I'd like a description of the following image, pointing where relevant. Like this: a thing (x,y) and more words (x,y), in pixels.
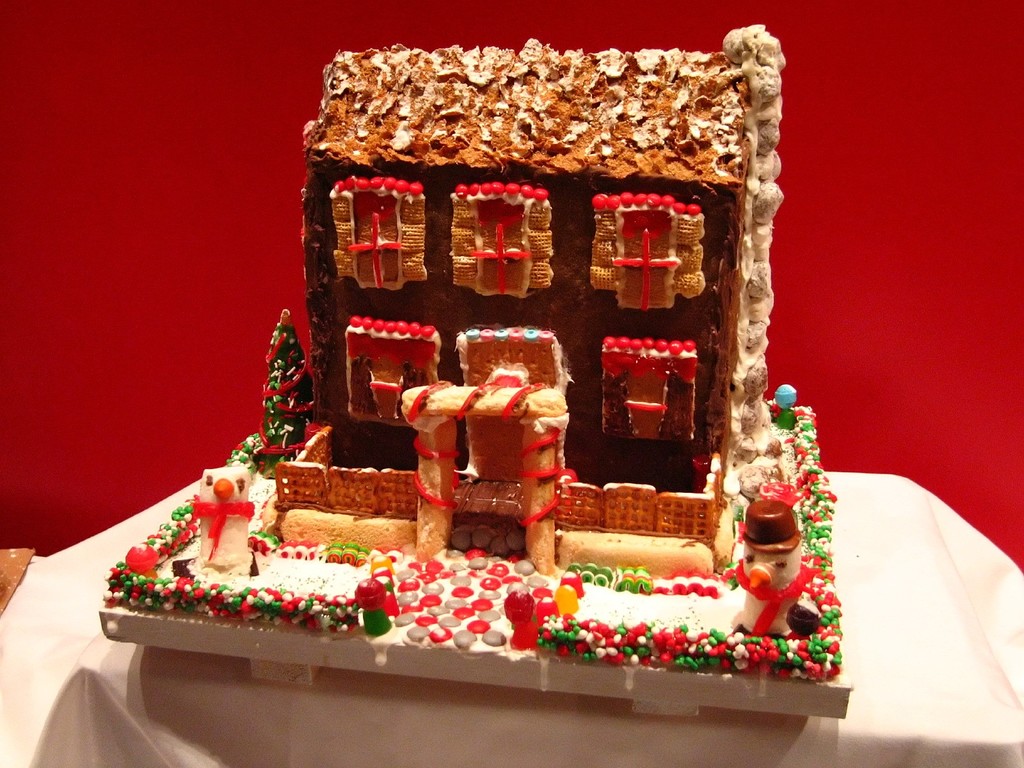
In this image we can see a toy house (458,511) made with several food items (457,488).
